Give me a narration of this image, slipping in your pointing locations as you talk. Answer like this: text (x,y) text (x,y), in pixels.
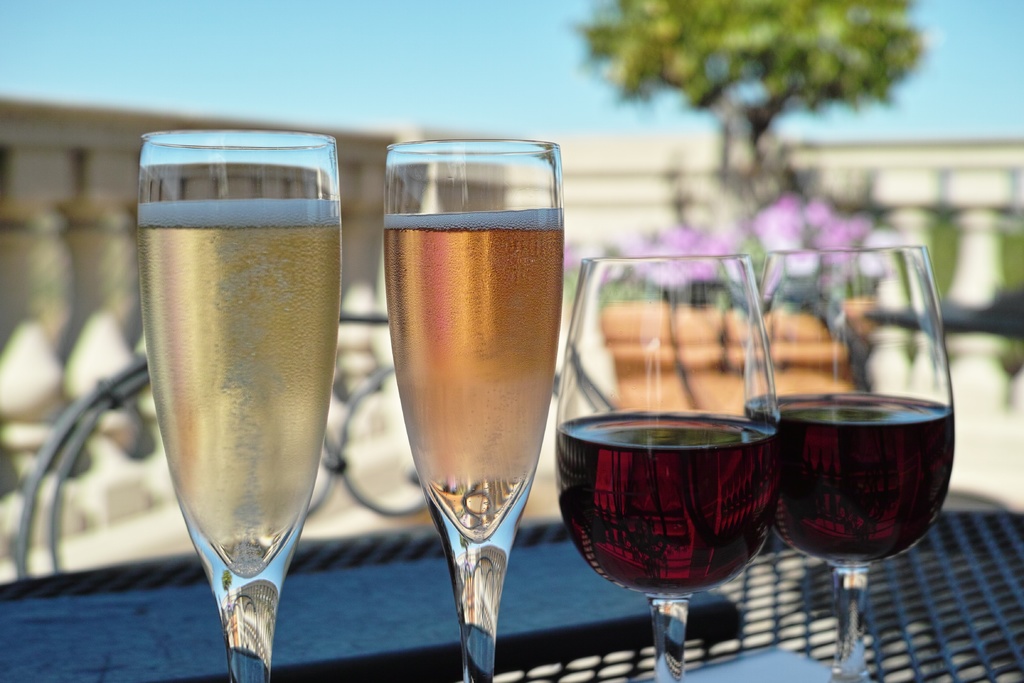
In this image we can see four glasses (789,449). In the background (777,25), we can see a tree (767,172) and the sky (420,34). It seems like a wall (102,199) is present in the background (654,189).
